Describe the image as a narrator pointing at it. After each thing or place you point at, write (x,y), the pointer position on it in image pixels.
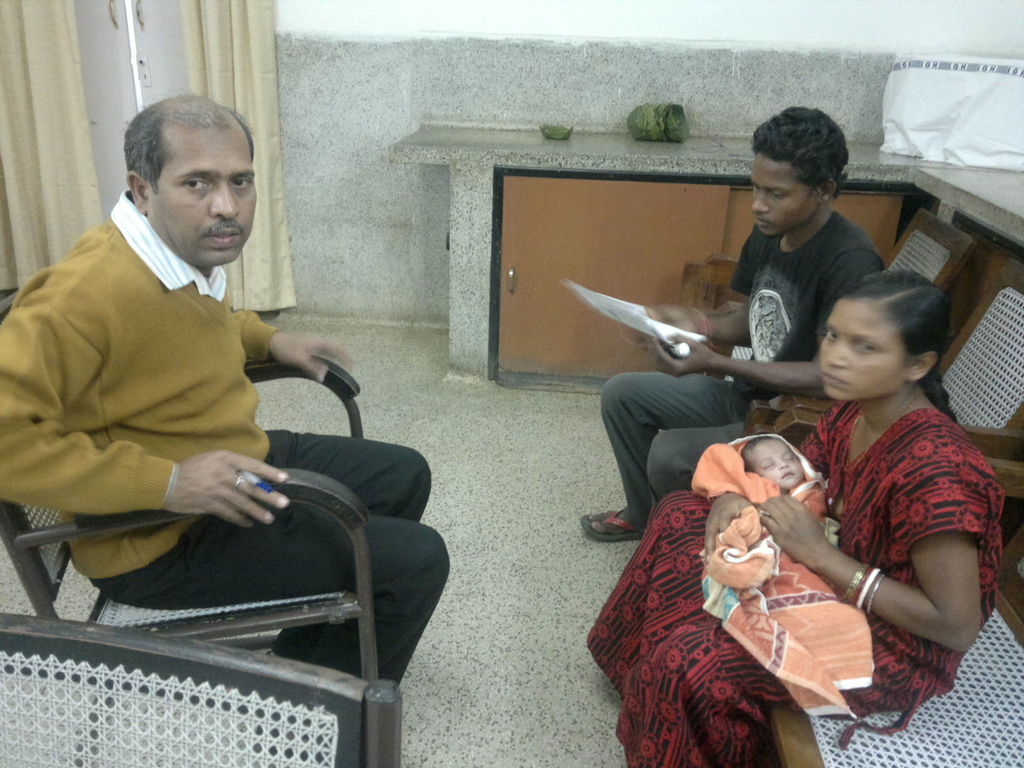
A man (228,453) holding a pen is sitting on a chair (188,611). On the right side (938,520) a woman (913,517) holding a baby (791,545) and a man (742,327) holding a paper (674,326) is sitting on a chair (988,330). In the background (476,103) there is a wall (401,96), curtains (251,53) and door (159,57). Also there is a table (532,158) with cupboard (611,228). On the table (641,144) there is a cover (958,105).
